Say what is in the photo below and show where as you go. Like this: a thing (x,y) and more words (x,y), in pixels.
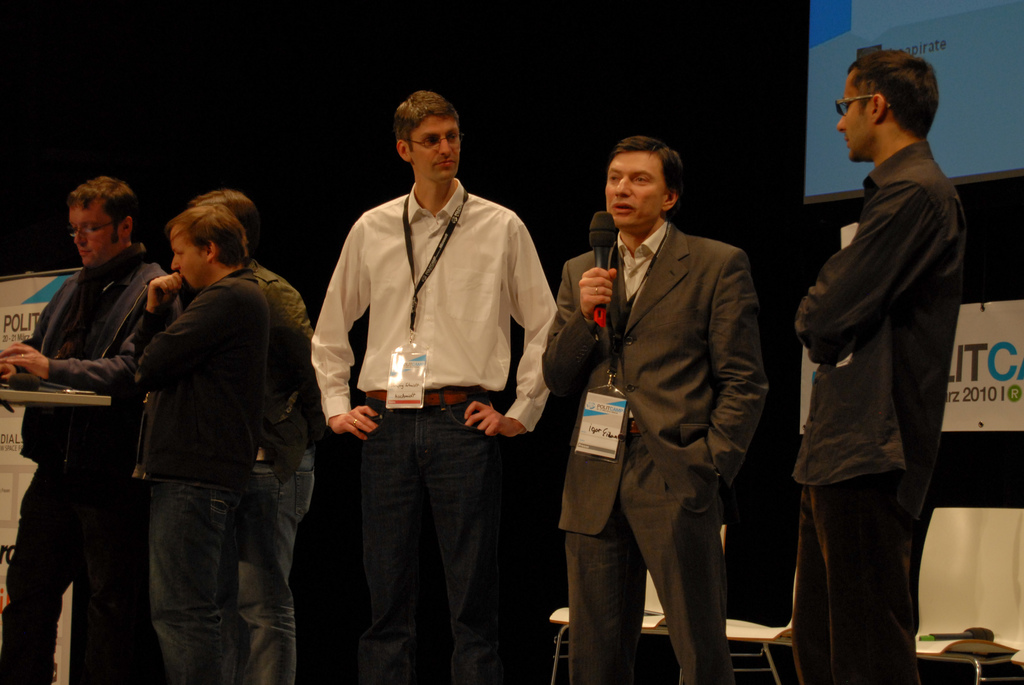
In the foreground of this image (515,435), there are six men (464,456) standing, two are wearing ID cards (396,381) and a man (646,261) is holding a mic (607,235). On the left (33,403), there is a table (50,399) on which there is a mic (29,388). In the background (982,591), there are chairs (991,574), few boards (969,403) and a screen (881,33) in the dark.
